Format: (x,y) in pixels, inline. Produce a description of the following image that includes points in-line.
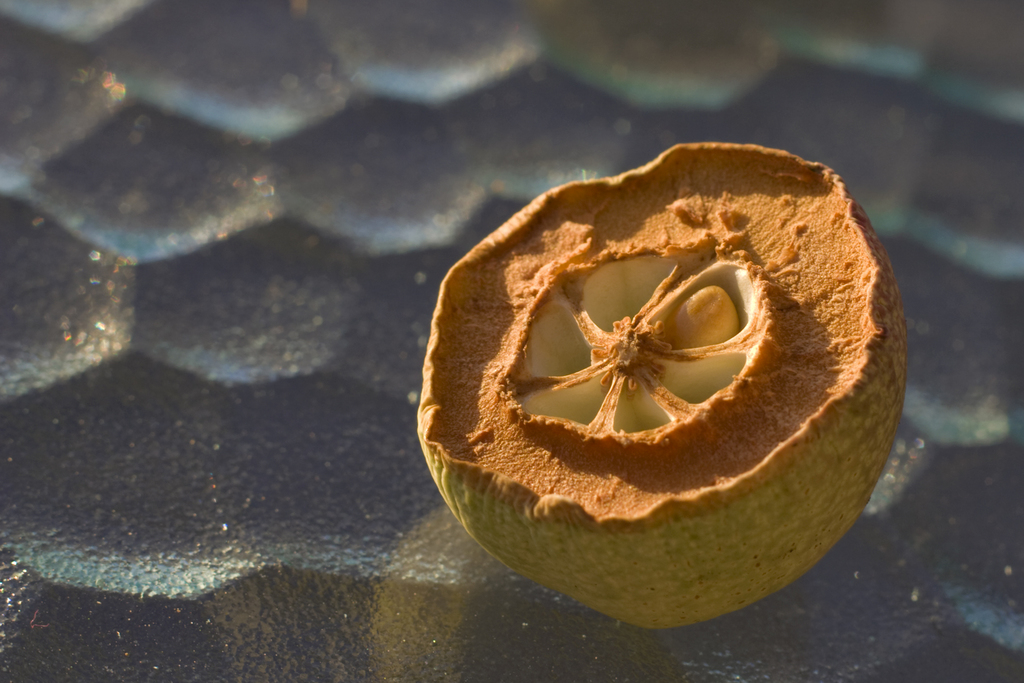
In this picture I can see the fruit (565,336) which is kept on the ground (215,548).
